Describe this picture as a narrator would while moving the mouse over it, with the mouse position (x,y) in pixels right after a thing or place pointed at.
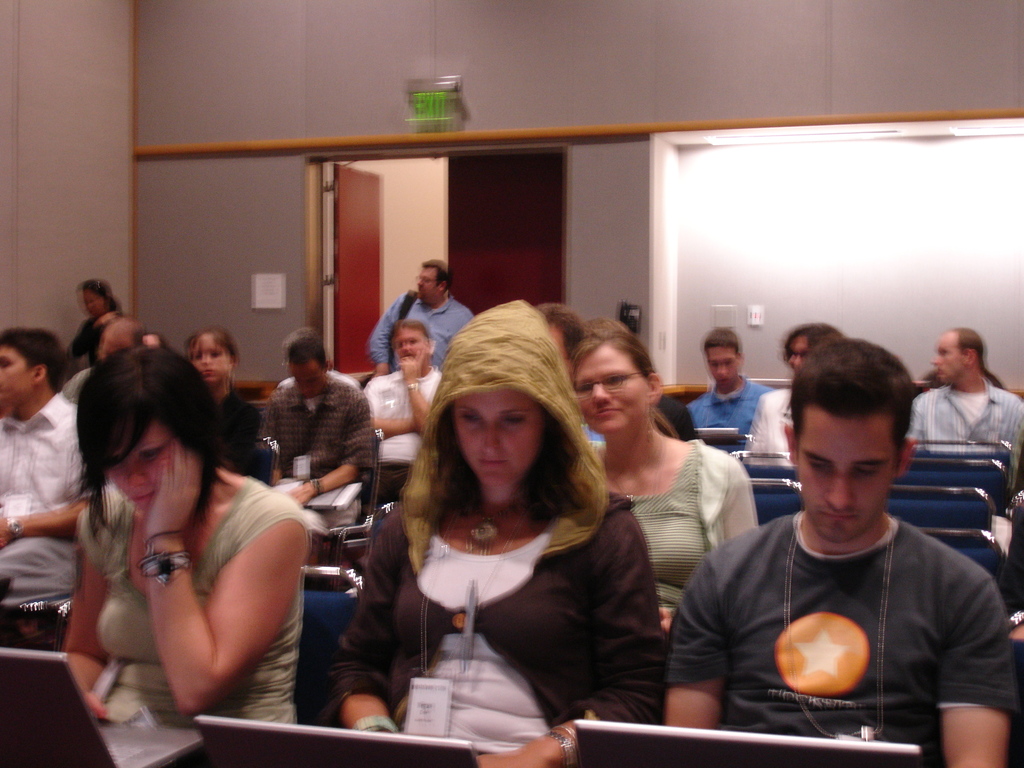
In this image we can see people (623,646) sitting on the chairs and holding laptops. In the background (527,282) we can see person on the floor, doors (527,282) and walls (115,210).
